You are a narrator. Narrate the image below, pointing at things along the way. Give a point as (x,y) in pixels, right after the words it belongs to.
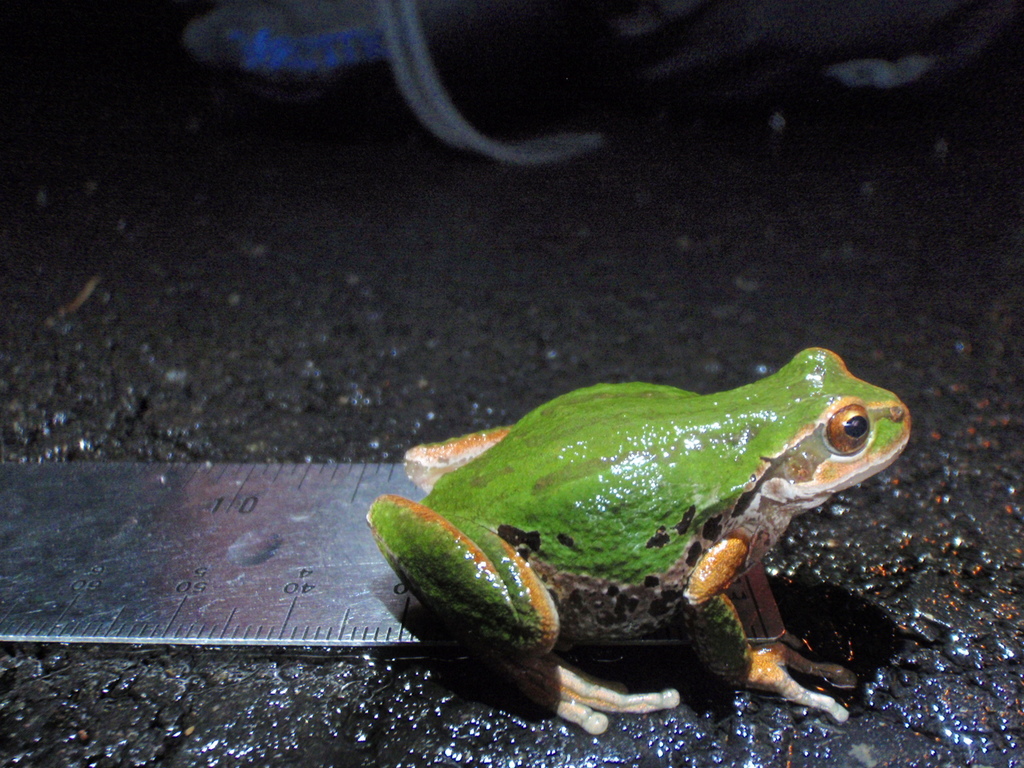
In this image I can see a frog (655,463) which is green, black, brown and orange in color. I can see a metal scale (248,559) and the black colored ground (326,305).
